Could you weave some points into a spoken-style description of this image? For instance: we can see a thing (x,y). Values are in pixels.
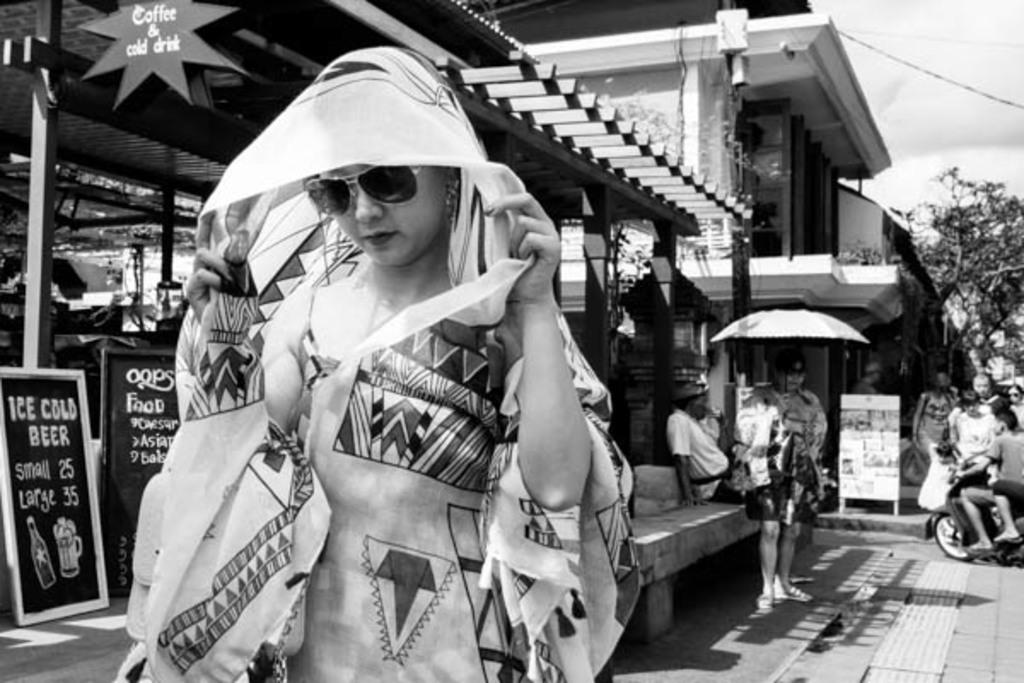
This is a black and white image. In the front of the image (396,190) there is a lady (370,238) standing. And in the background (1023,422) there are few people (686,410). And also there are building (788,291) and poles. And there is a board (154,438) with menu (27,417).
